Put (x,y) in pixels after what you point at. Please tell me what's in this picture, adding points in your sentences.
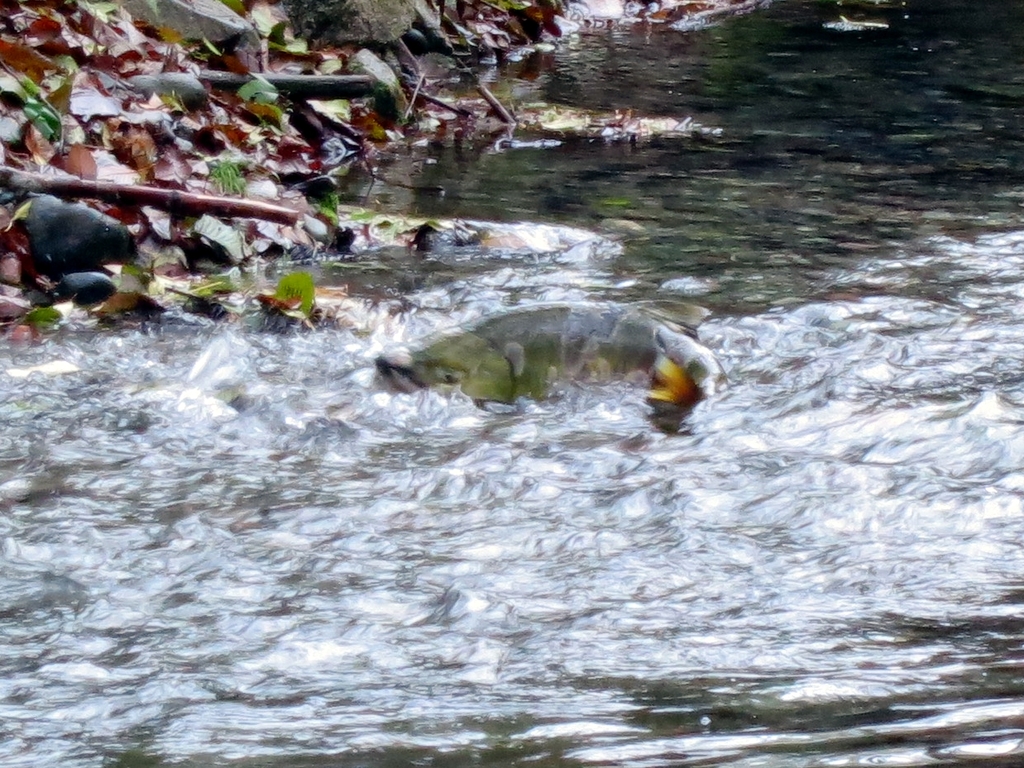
In this image there is a fish (687,398) in the water (503,480). On the top left side (142,152) there are dry leaves (159,134), wooden sticks (182,198) and some rocks (166,89).
